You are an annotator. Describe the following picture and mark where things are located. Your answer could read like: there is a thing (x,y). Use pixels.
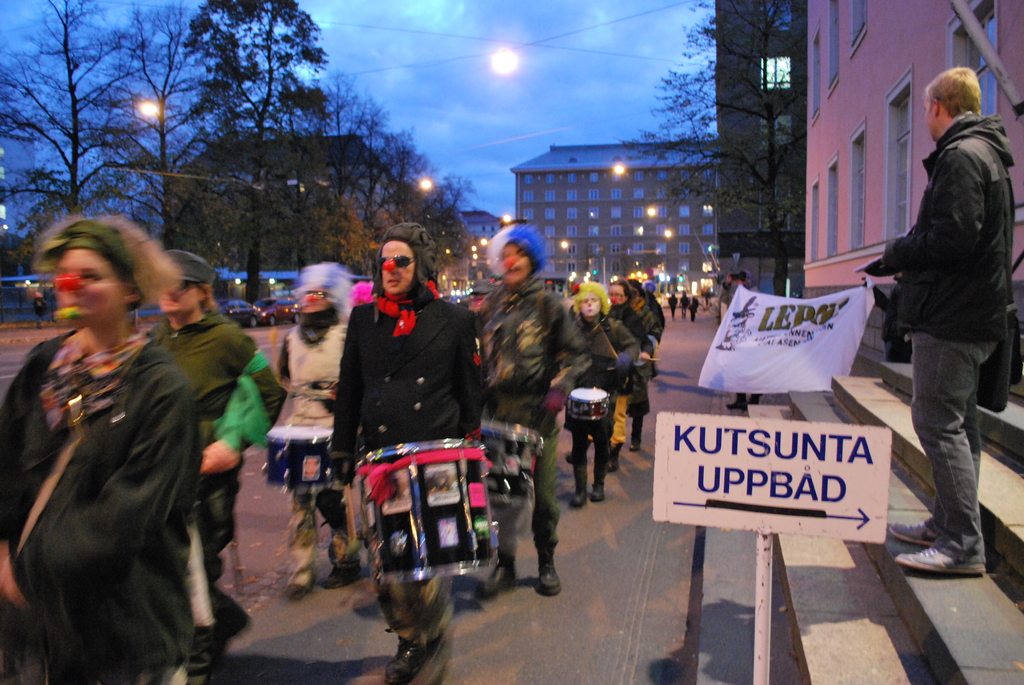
In this image there are persons (405,435) standing and walking, there is a board (784,488) with some text (784,488) written on it. In the background (305,209) there are trees (329,218), cars (288,314), buildings (582,277) and there is a banner (776,344) with some text (790,346) written on it and there are persons (684,304) and the sky (432,91) is cloudy and there are lights (500,66).
